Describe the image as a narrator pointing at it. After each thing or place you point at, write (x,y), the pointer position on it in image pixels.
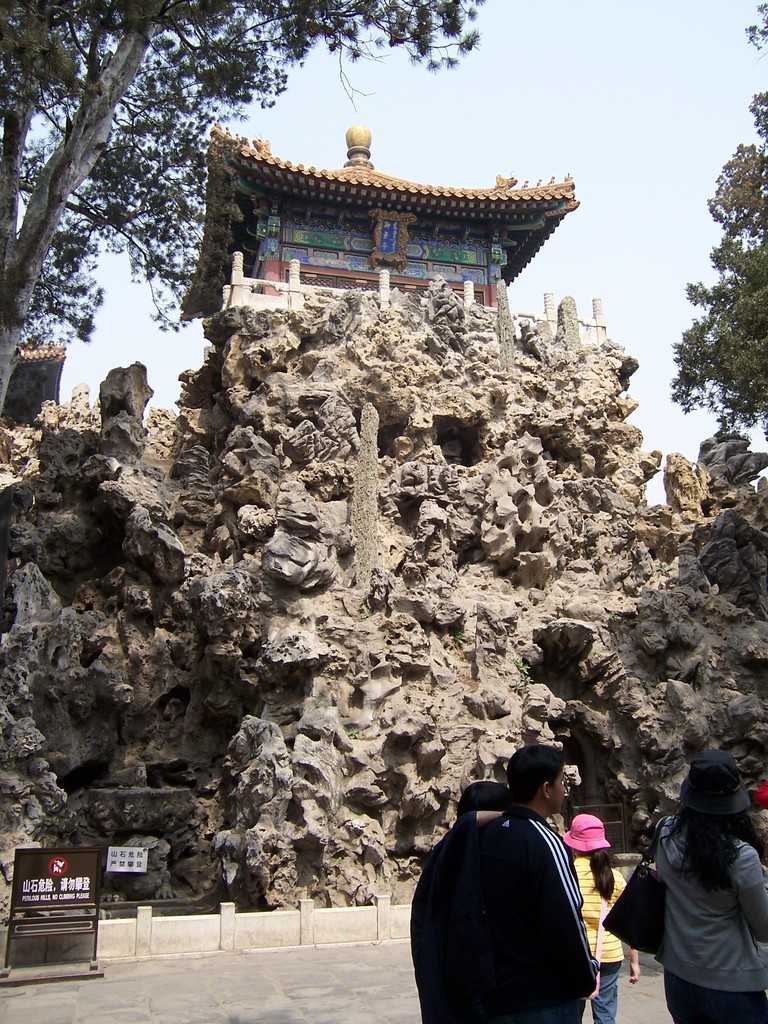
In this image I can see few people (571,849). They are wearing different color dress (579,876). Back Side I can see house (383,226) and a rock (370,479). I can see a trees (123,199) and brown color board (86,866). The sky (605,153) is in blue and white color.
